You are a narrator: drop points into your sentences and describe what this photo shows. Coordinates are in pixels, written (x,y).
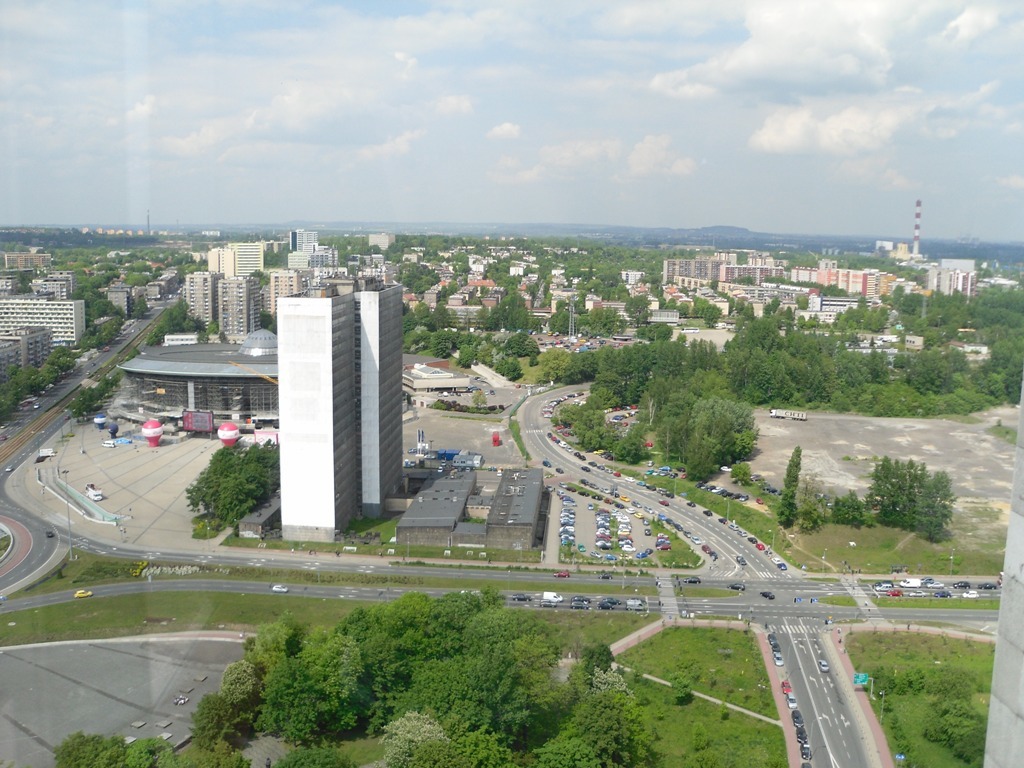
This is the picture of a city (609,378). In this image there are vehicles (786,684) on the road (820,630). There are buildings (487,296) and trees (318,700). On the right side of the image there is a tower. At the top (469,119) there is sky (588,108) and there are clouds (670,82). At the bottom (114,605) there is a road (809,670) and there is grass (661,661).
